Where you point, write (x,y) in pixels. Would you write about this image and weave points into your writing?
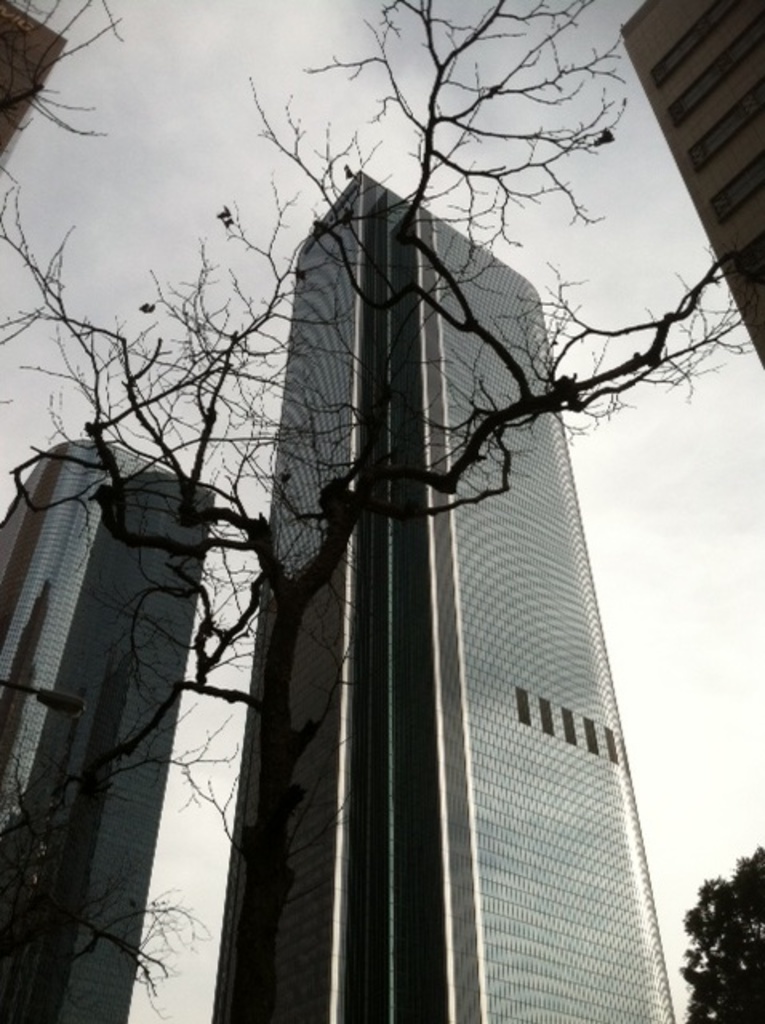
In the image we can see there are trees (218,386) and there are huge buildings (725,116). There is a cloudy sky (454,40).
